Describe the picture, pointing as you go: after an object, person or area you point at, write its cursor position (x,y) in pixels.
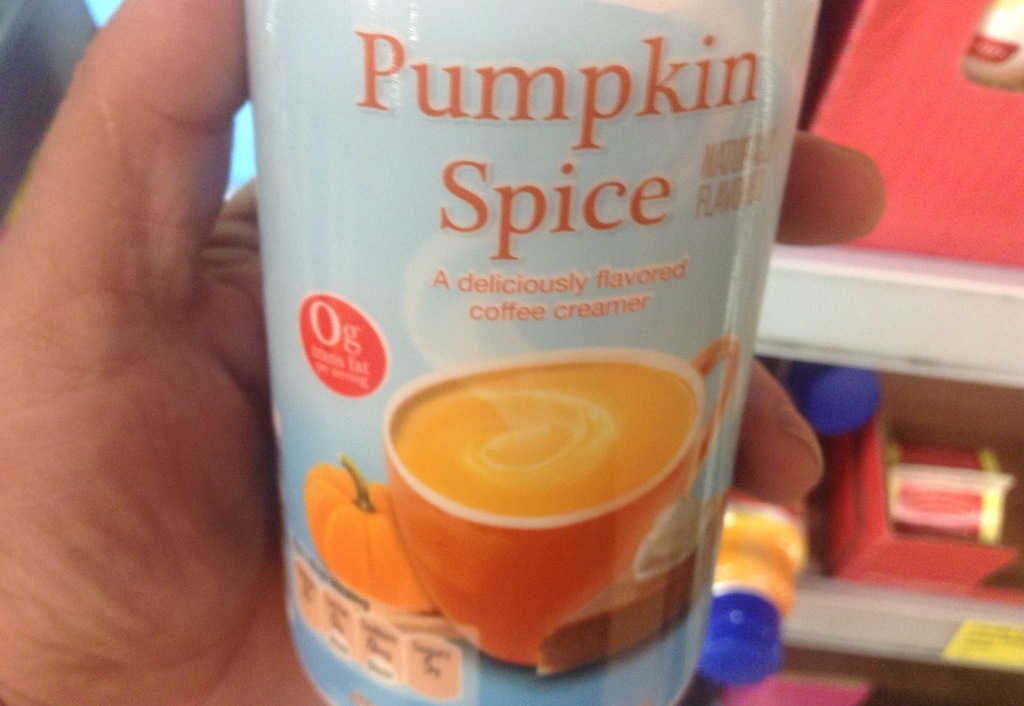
In this image in the foreground (129,311) there is one person (161,483) who is holding some container (535,484), and in the background (750,542) there is a bottle (800,542), box (887,522) and some other objects (923,515).
